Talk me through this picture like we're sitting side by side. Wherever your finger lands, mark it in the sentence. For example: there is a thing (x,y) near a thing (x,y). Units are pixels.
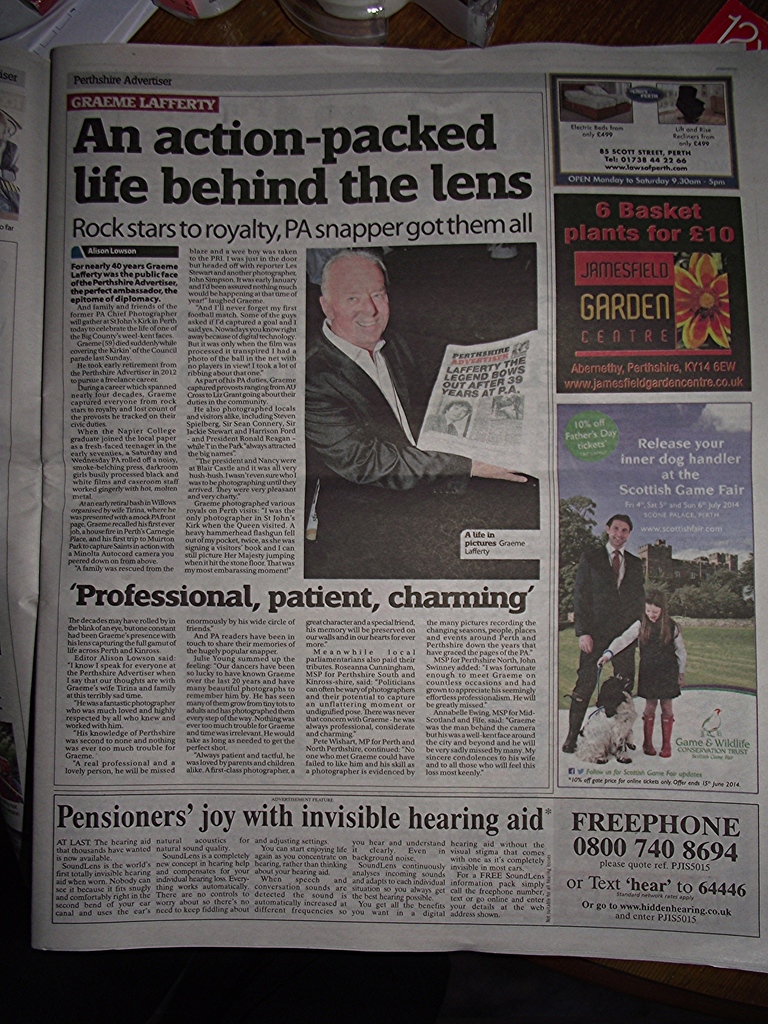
In this image there is a newspaper (348,400), there is text (264,504) on the newspaper (233,540), there is a man (604,575) standing, there is a girl (663,684) standing, there is a dog (626,709), there is a man (370,436) sitting, there is the sky (680,464), there are clouds (727,426) in the sky (693,432), there is a building (704,575), there are trees (711,602), there is a flower (699,303), there are numbers (638,841) on the news paper (581,753), there are objects (377,8) towards the top of the image (331,12), at the background of the image (540,24) there is an object (579,25) that looks like a table (594,40).
